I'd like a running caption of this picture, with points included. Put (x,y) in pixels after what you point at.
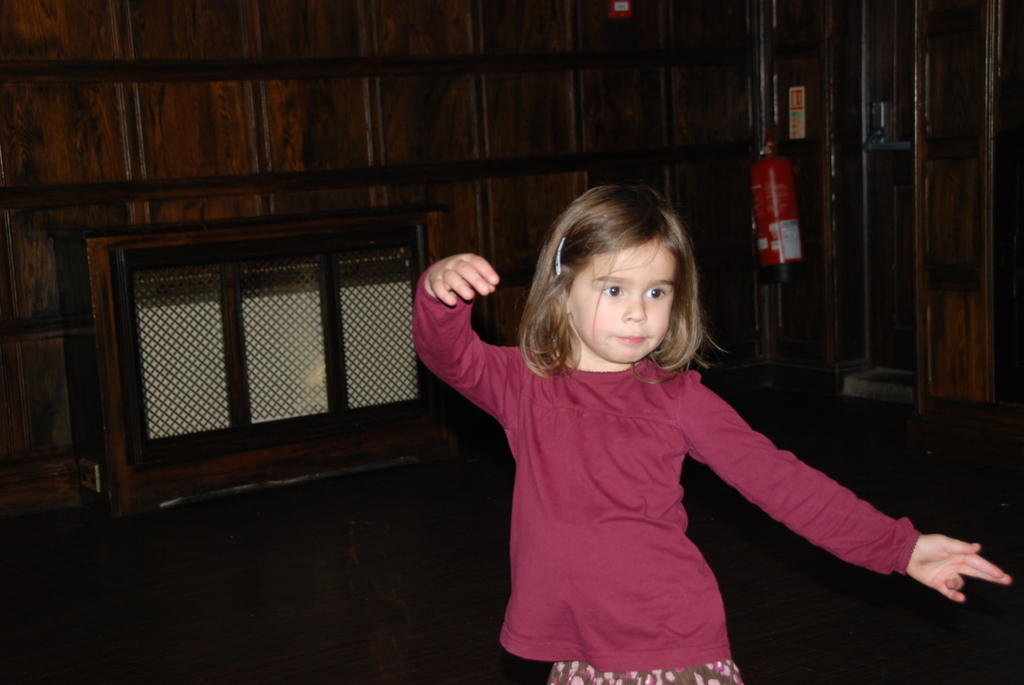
In this picture we can see a girl (525,589) and in the background (302,206) we can see a wooden wall (356,200), fire extinguisher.
